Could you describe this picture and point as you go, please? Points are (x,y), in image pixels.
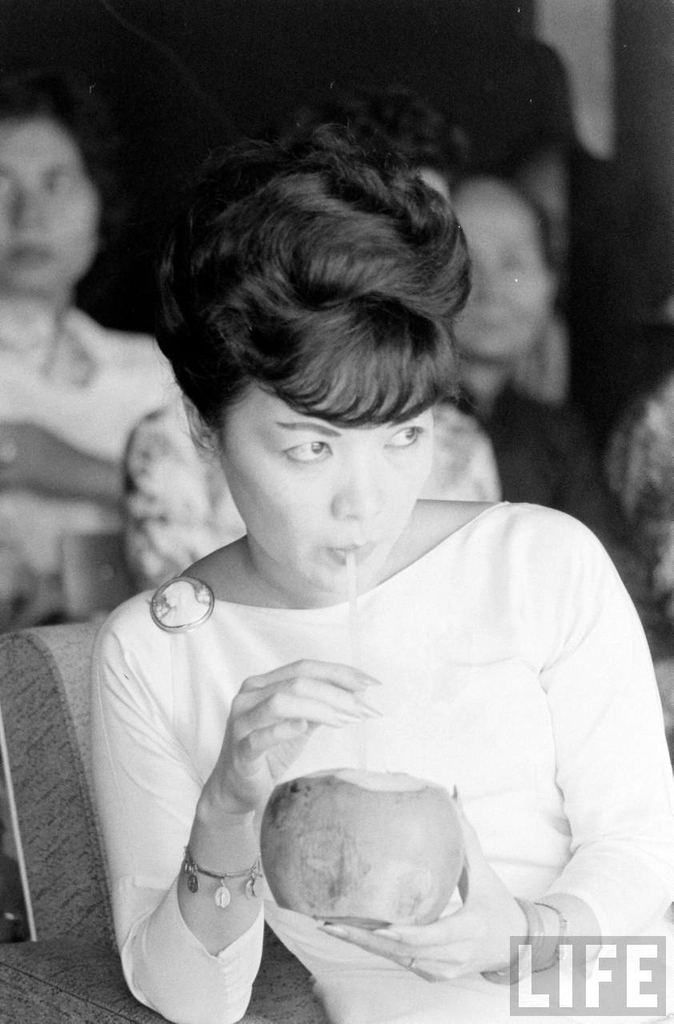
In the picture I can see people (400,715) among them the woman (209,677) in the front (286,749) is holding a coconut (415,823) and a straw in hands (244,726). The background of the image (556,439) is blurred. On the bottom right side of the image (553,980) I can see a watermark (553,1009). This image is black and white in color.
